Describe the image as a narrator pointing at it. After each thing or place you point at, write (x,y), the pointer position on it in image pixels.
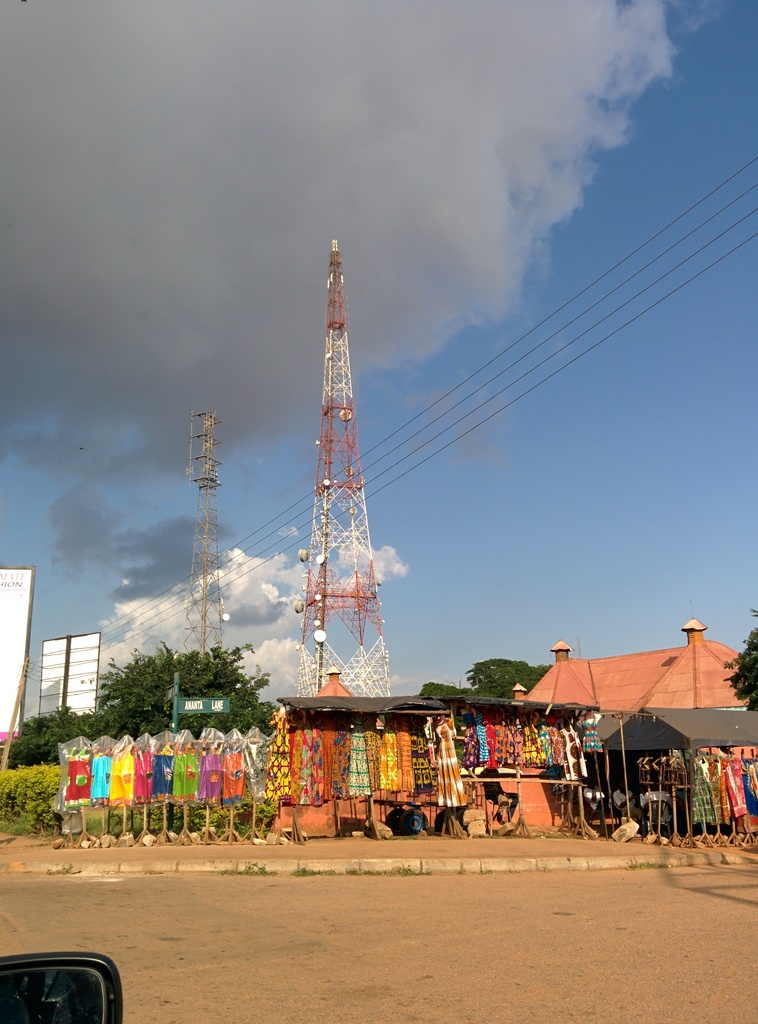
This image is clicked on the road (387,939). Beside the road (380,949) there is a walkway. There are tents (299,700) on the walkway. Under the tents (618,779) there are objects (383,784). In the background (243,720) there are towers (211,442), trees (155,670), boards (94,667) and a house (594,671). At the top (360,142) there is the sky (396,202). In the bottom left (45,984) there is a mirror (45,981) of the vehicle (66,987).
